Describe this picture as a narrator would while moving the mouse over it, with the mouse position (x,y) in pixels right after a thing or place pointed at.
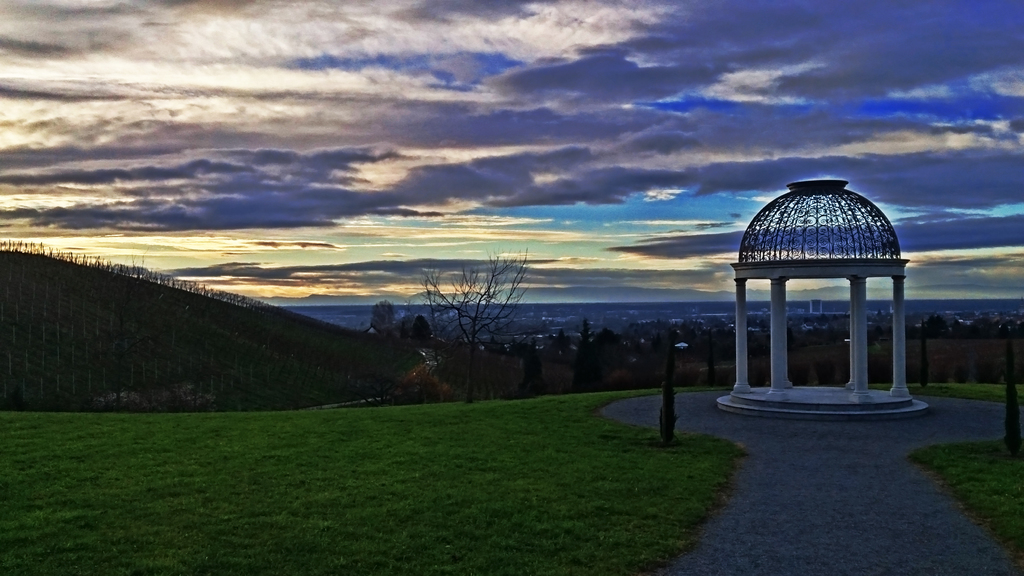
In the picture we can see a grass surface (525,433) and beside it, we can see a path (823,503) with some small pillar construction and behind it, we can see plants (204,338), trees (447,382) and in the background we can see the sky (263,30) with clouds (557,241).
